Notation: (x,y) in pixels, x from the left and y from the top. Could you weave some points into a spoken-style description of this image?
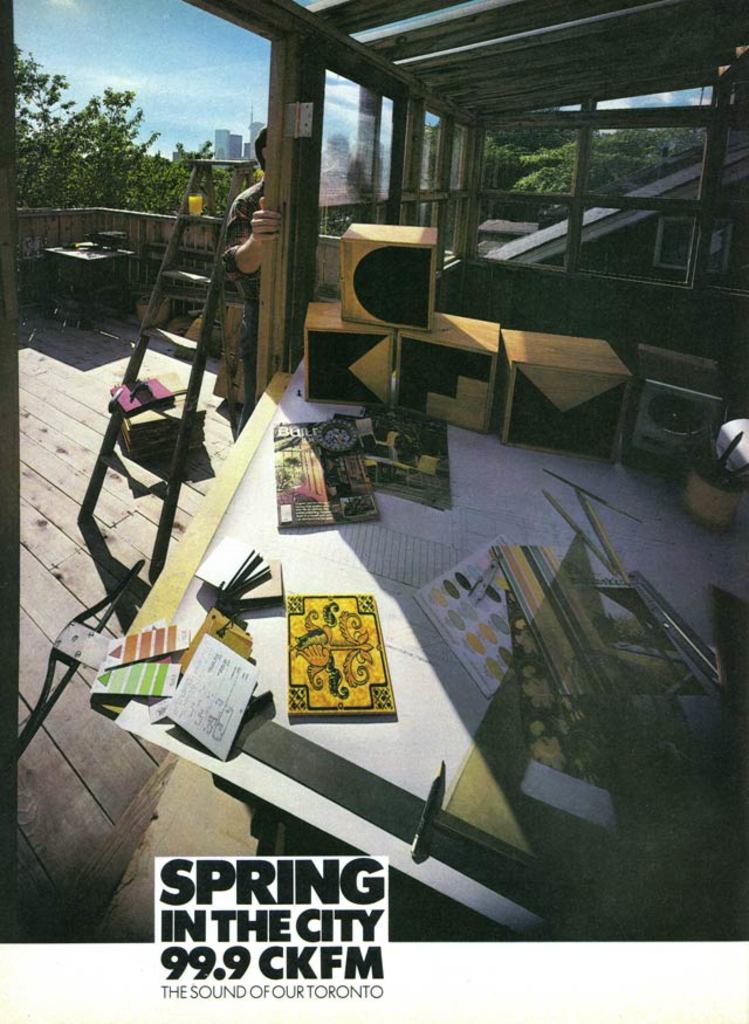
In this image we can see a house (267,274). In the house (271,335) there are few objects (425,489) on a table (382,513) and there is a person (247,287) standing. Beside the person (258,280) we can see a ladder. Behind the house (316,282) there are group of trees (102,152) and buildings (222,150). In the top left (85,34), we can see the sky (112,31). At the bottom (181,866) we can see the text (317,963).
